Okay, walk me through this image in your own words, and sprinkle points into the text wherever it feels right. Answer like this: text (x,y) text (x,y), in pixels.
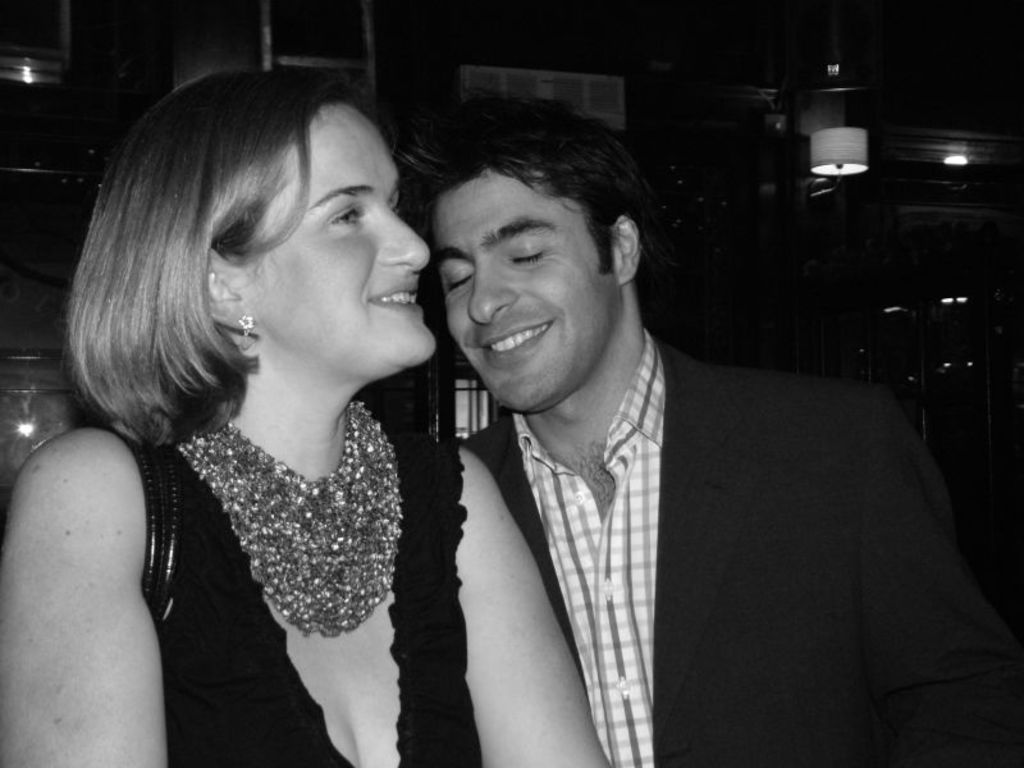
On the left side (286,644) a beautiful girl (286,644) is smiling, she wore black color top (175,641). Beside her a man (575,401) is also smiling, he wore coat (823,531), shirt (641,464). It is an image in black and white color.
